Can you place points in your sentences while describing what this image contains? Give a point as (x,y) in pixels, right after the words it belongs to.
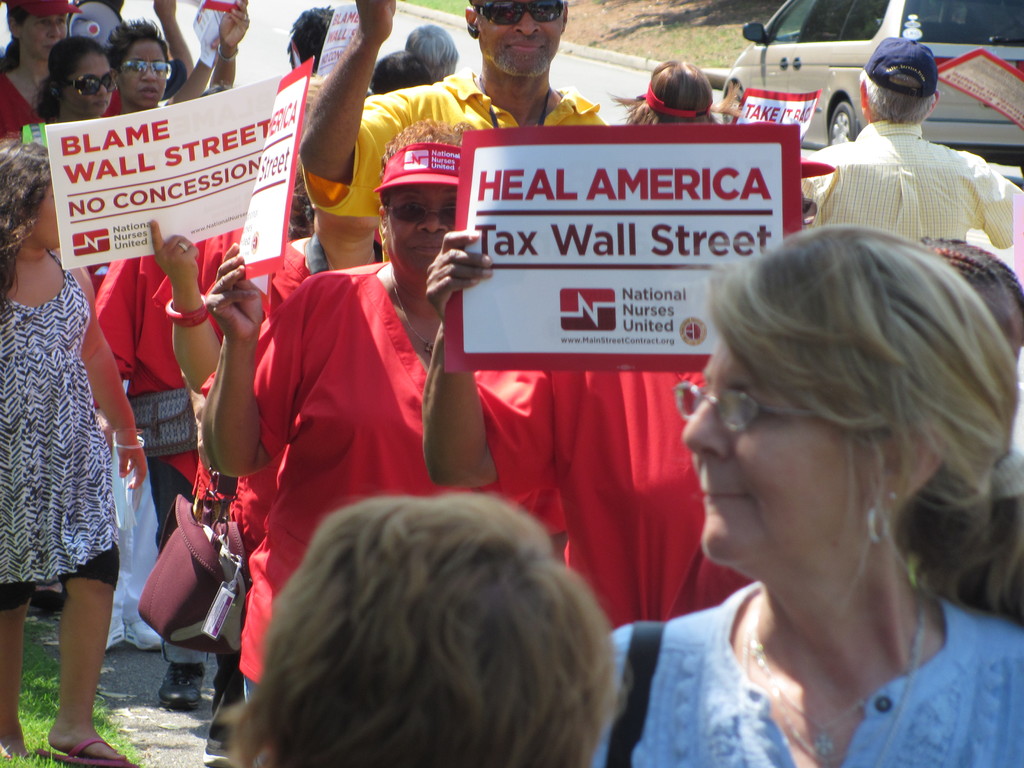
In this image I can see a group of people (654,490) standing on the road (605,76). Some of them are holding some papers (100,135) and boards (498,194) with some text (659,178). I can see a car (775,62) at the top of the image (796,85) on the road (294,20).
